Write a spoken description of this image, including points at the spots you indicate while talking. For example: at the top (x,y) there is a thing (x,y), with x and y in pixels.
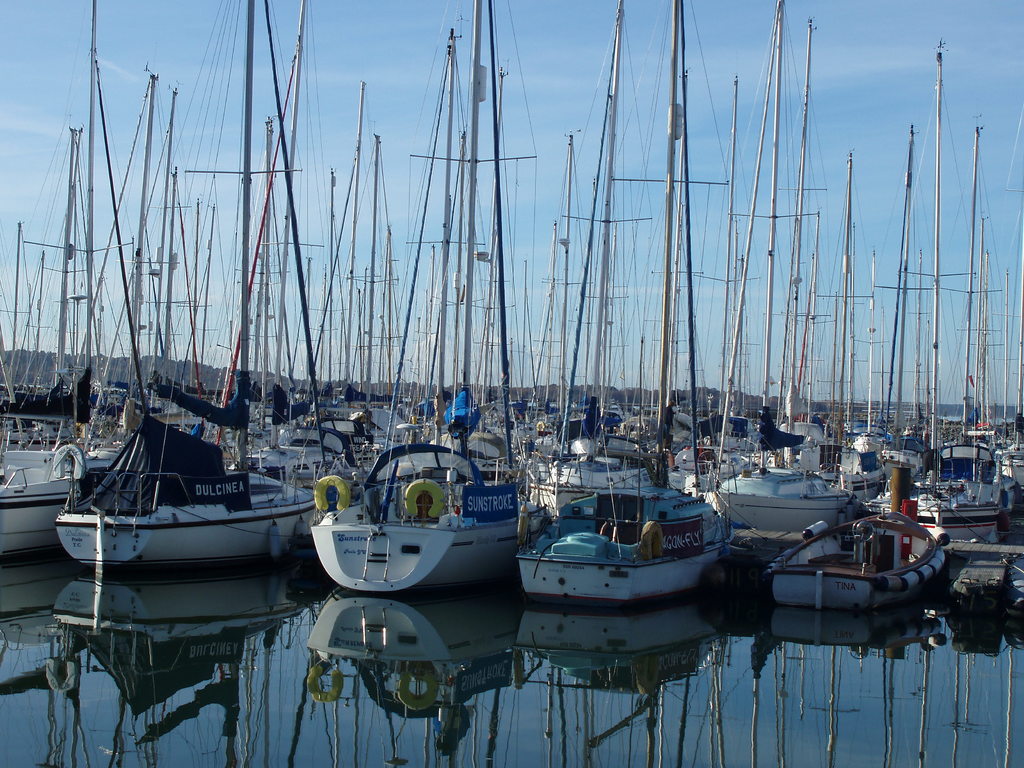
In this image we can see the mountains (117,374), the harbor (1009,571), some boats (444,558) on the water (813,614), some poles (507,397), some objects (524,435) in the boats (711,501), some banners (473,503) with text (473,503) attached to the boats (591,441) and at the top (501,45) there is the sky (508,180).
